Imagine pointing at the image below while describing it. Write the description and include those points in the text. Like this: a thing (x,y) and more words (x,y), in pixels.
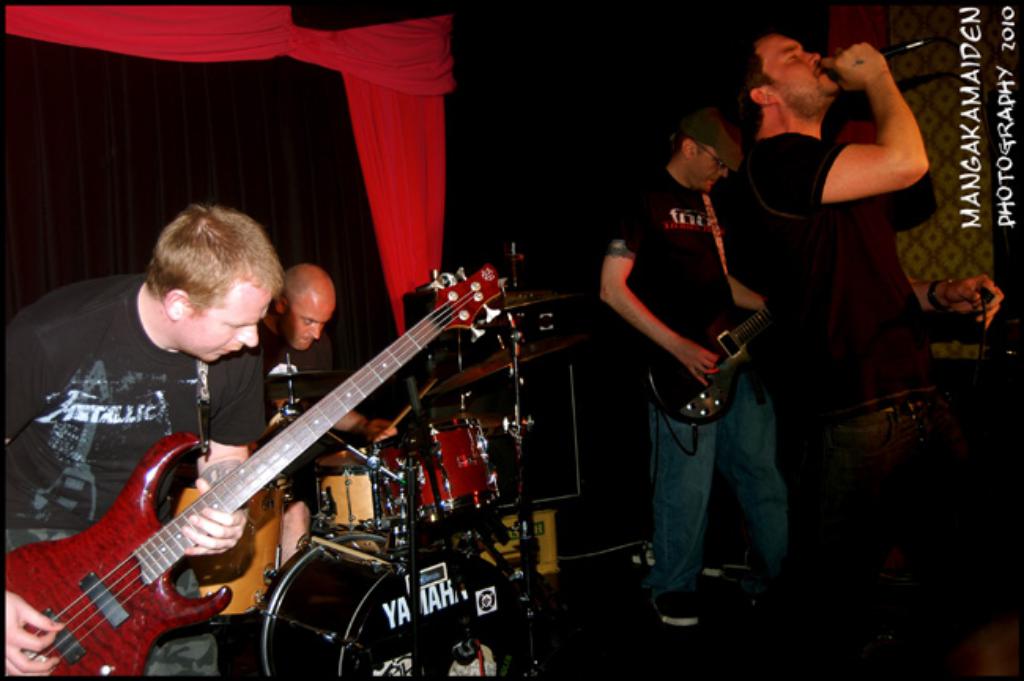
In this image on the right side (794,285) there is one person (849,376) who is standing and he is holding a mike (832,78) it seems that he is singing. Beside that person (770,254) there is another person (675,519) who is standing and he is playing a guitar (726,335). On the left side (113,453) there are two persons (198,410) who are playing, one person (311,368) is playing drums (402,451) and one person (174,422) is playing a guitar (209,502).
